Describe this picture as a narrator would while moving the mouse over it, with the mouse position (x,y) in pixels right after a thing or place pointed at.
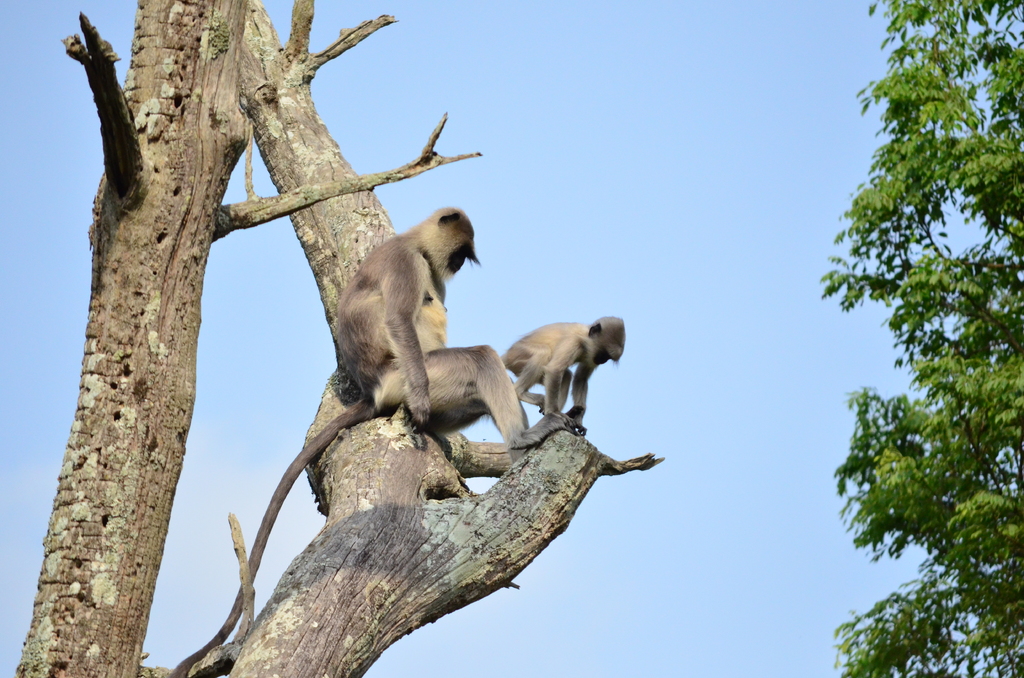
In this picture we can see 2 monkeys (345,312) sitting on the branch (339,452) of a tree (154,523) surrounded with green leaves (908,106) and blue sky (812,637).
